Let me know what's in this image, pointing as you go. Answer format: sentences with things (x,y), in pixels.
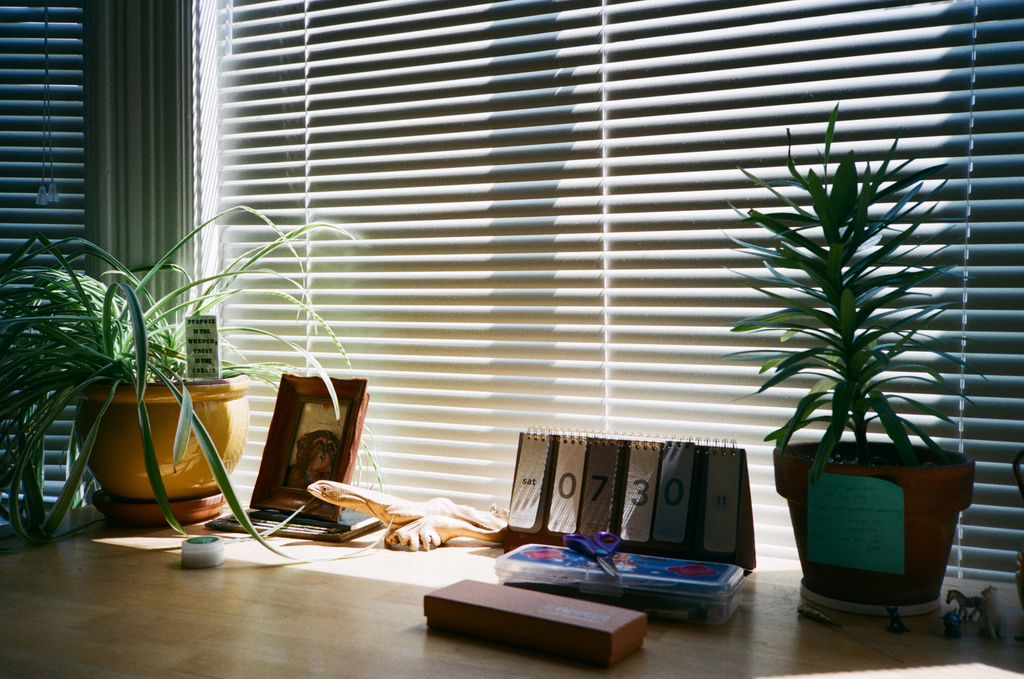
In the image in the center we can see table (271,602). On table (236,535), we can see plant pots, plants (129,272), calendar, photo frame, boxes (575,640), scissor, toys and few other objects (311,540). In the background (540,175) we can see wall (97,215) and window blinds (733,33).
